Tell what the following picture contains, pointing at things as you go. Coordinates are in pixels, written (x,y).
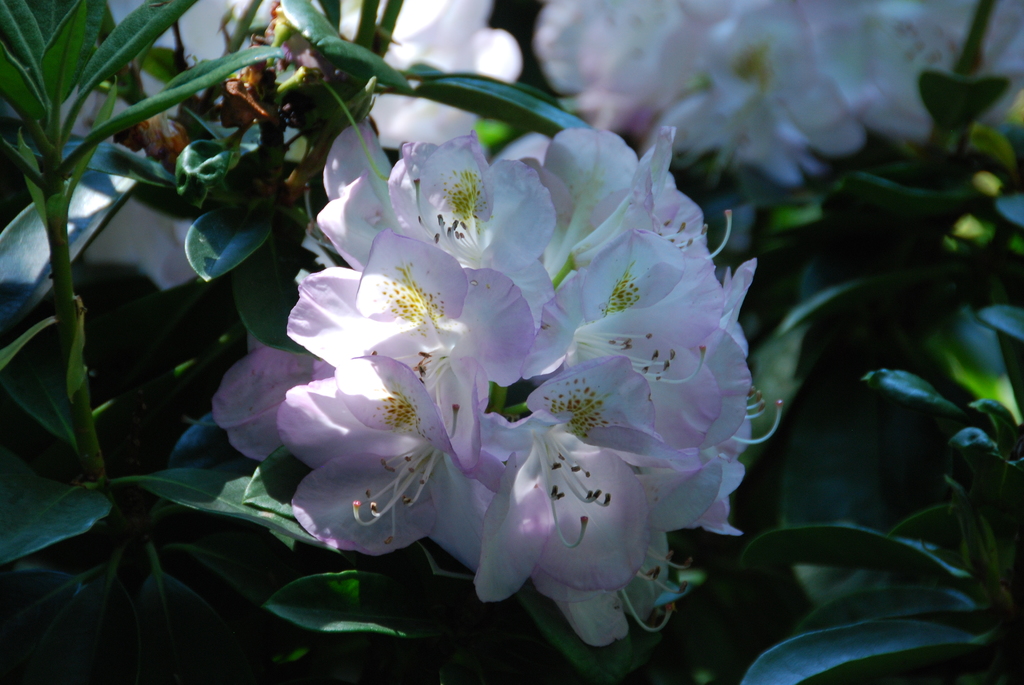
In the picture we can see group of plants (145,155) and to it we can see a group of flowers (632,249) which are light pink and white in color.
